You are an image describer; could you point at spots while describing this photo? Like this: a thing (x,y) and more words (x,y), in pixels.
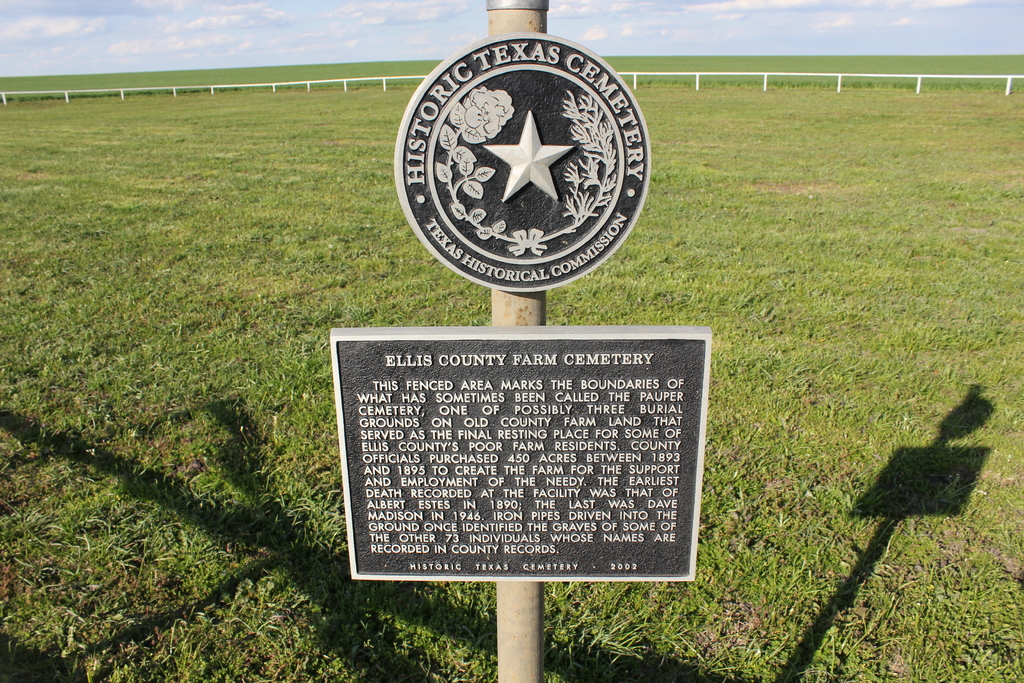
In this picture I can observe two boards (498,236) fixed to the pole (495,19) in the middle of the picture (519,338). In the background (189,245) I can observe some grass (226,190) on the ground (653,153). There are some clouds (777,10) in the sky (483,37).
